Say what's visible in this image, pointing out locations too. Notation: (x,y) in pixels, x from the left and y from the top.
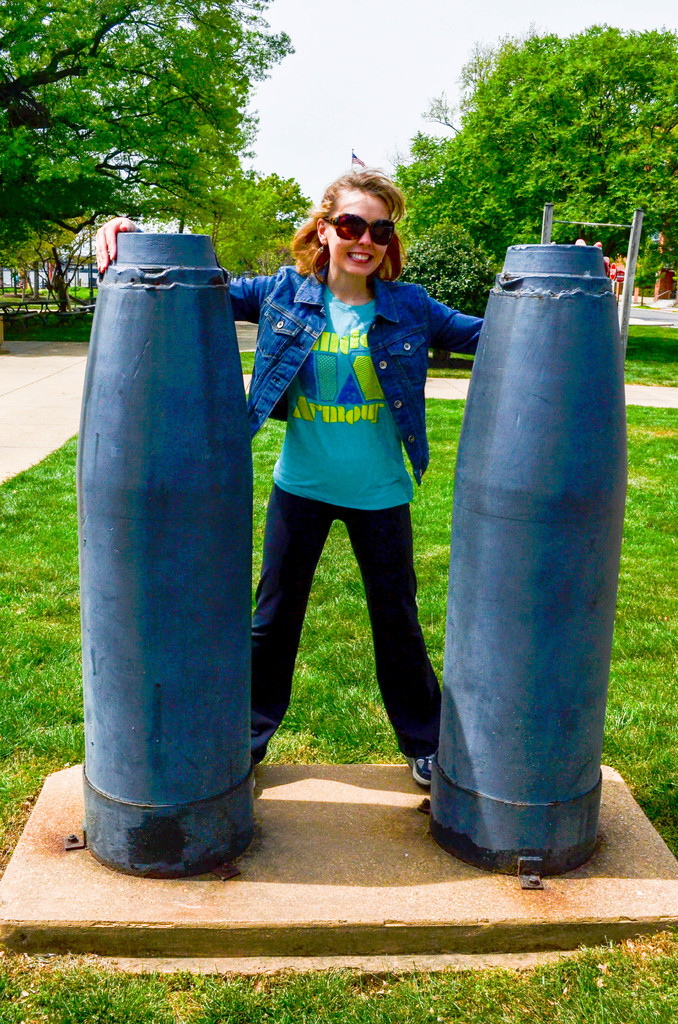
In this picture we can see a woman (407,407), she wore spectacles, and she is standing between large shells (452,641), behind to her we can see grass (374,661) and few trees (458,159).
